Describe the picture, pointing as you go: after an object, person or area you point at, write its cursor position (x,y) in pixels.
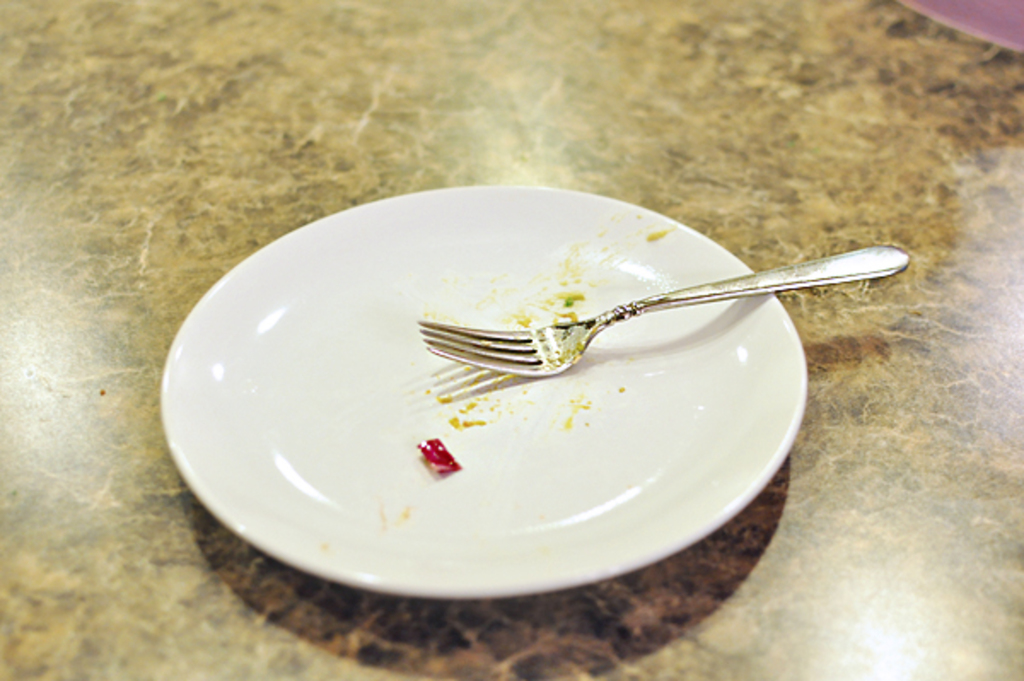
In this picture we can observe a white color plate (359,407). There is a fork (491,346) placed in the plate (343,323). The plate (379,320) is placed on the brown color surface (329,170).
